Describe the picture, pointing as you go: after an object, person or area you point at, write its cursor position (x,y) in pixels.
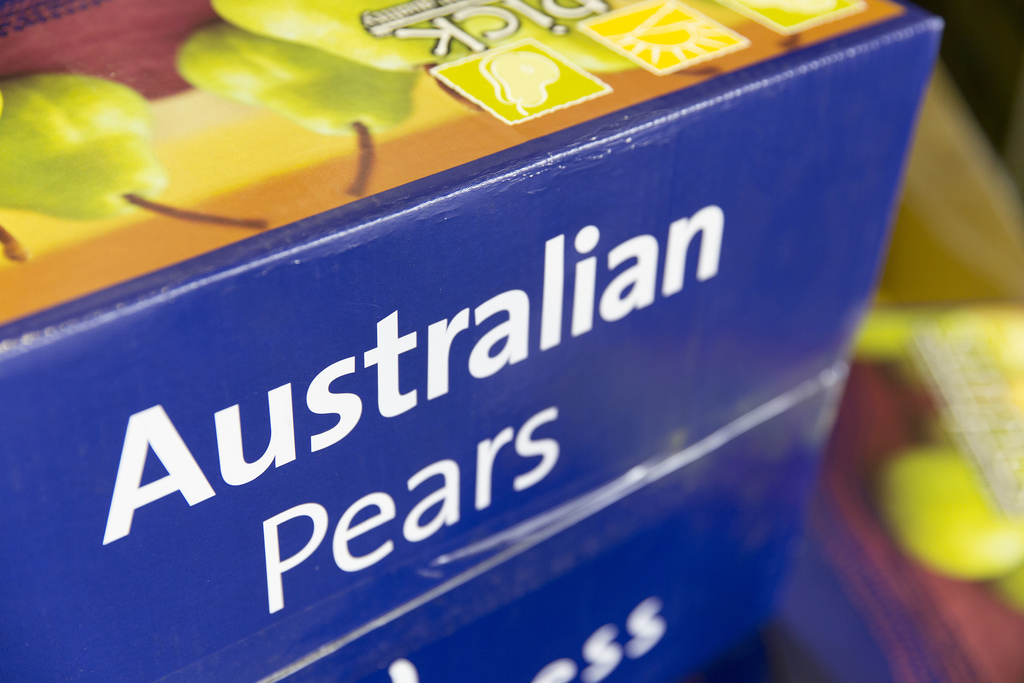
In this image we can see a box (745,330). On the box (499,160) we can see pictures (322,119) of pears (302,79) and text (490,481) written on it. On the right side of the image (943,518) it is blurry.
